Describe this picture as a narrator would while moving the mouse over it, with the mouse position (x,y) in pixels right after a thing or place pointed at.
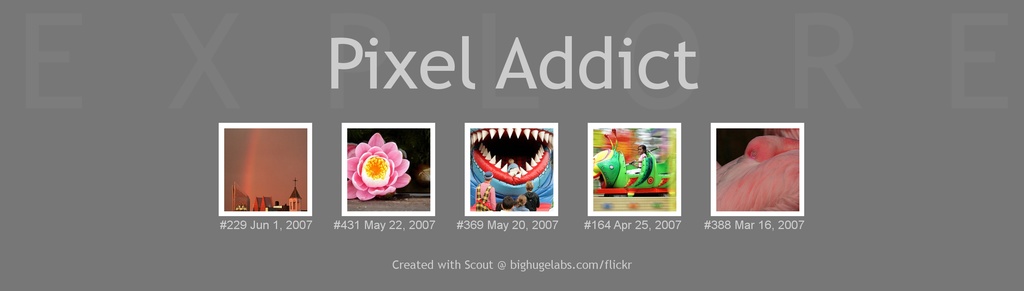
In the image we can see there are five pictures (295,159) which are kept on a page (487,226) and on top (631,69) it is written "Pixel Addict" and there are dates (243,228) and year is mentioned on each picture (608,193). There are buildings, flower (389,185), people (487,207) and amusement ride (636,184) in the pictures (666,203). At the bottom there is a website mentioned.
